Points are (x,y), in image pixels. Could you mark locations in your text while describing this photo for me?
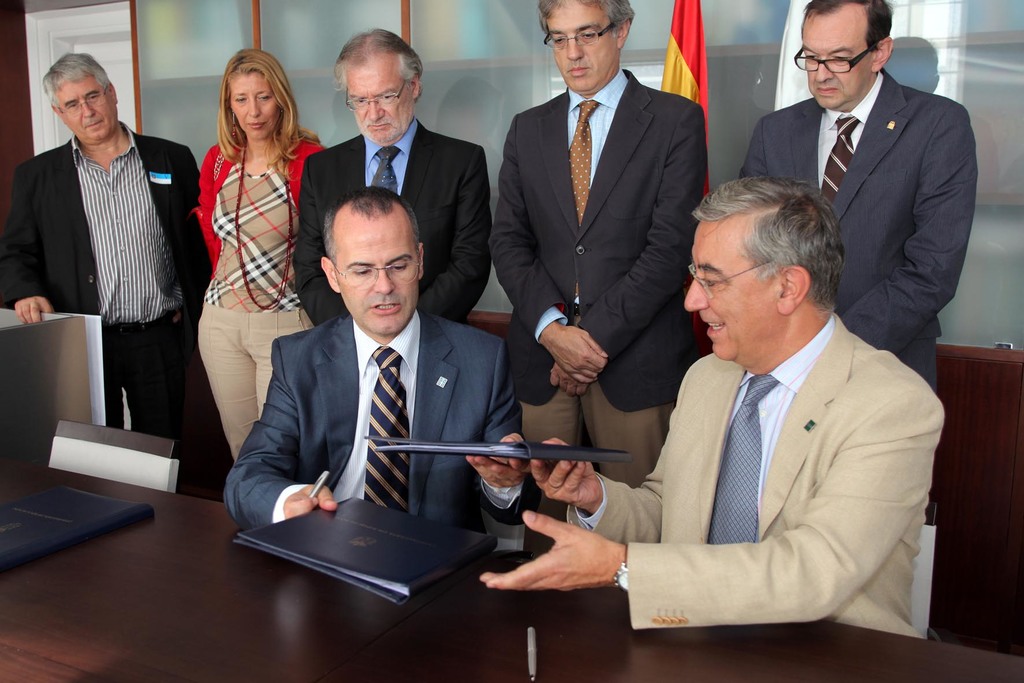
There are two men (503,433) sitting on the chairs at the table (248,606) and they are exchanging files (387,557). In the background (174,225) there are few persons (319,202) standing, flag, door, cupboards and glass doors (194,125) on it. At the bottom (91,529) there is a file (54,534) on the table (99,486).
